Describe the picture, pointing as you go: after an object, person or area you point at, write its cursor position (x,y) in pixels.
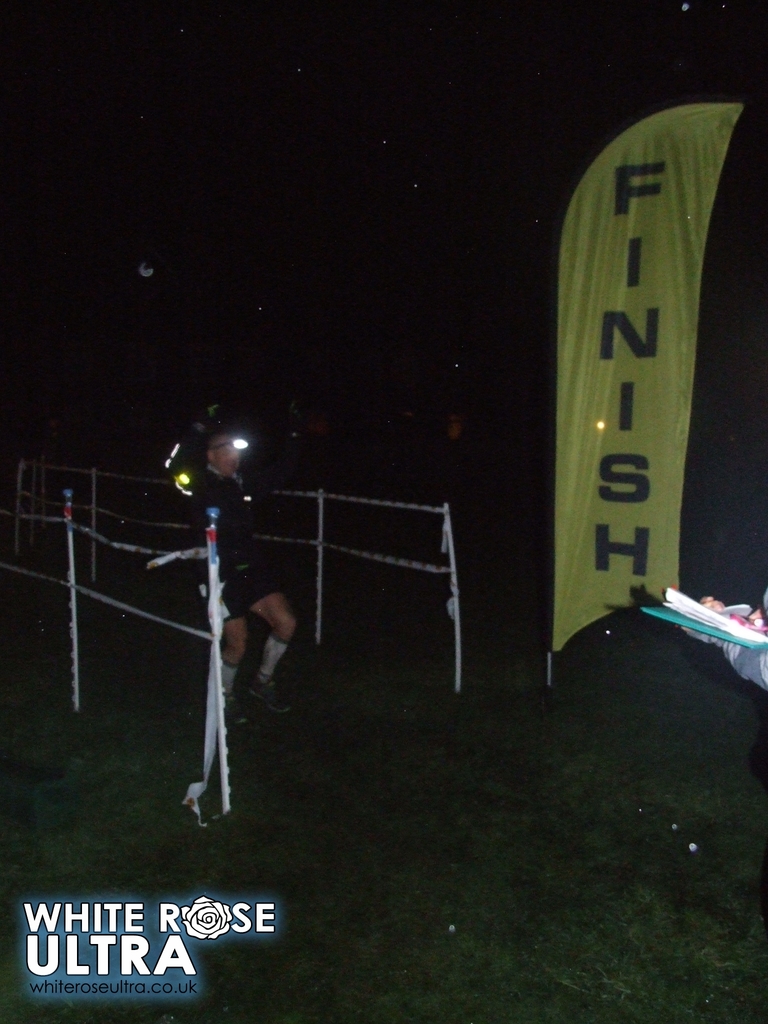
In this image we can see the banner (602,220) with the text (665,174). We can also see a person (253,506), barrier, grass (724,884), light (599,427) and also the text (133,916) in the bottom left corner (133,916).
